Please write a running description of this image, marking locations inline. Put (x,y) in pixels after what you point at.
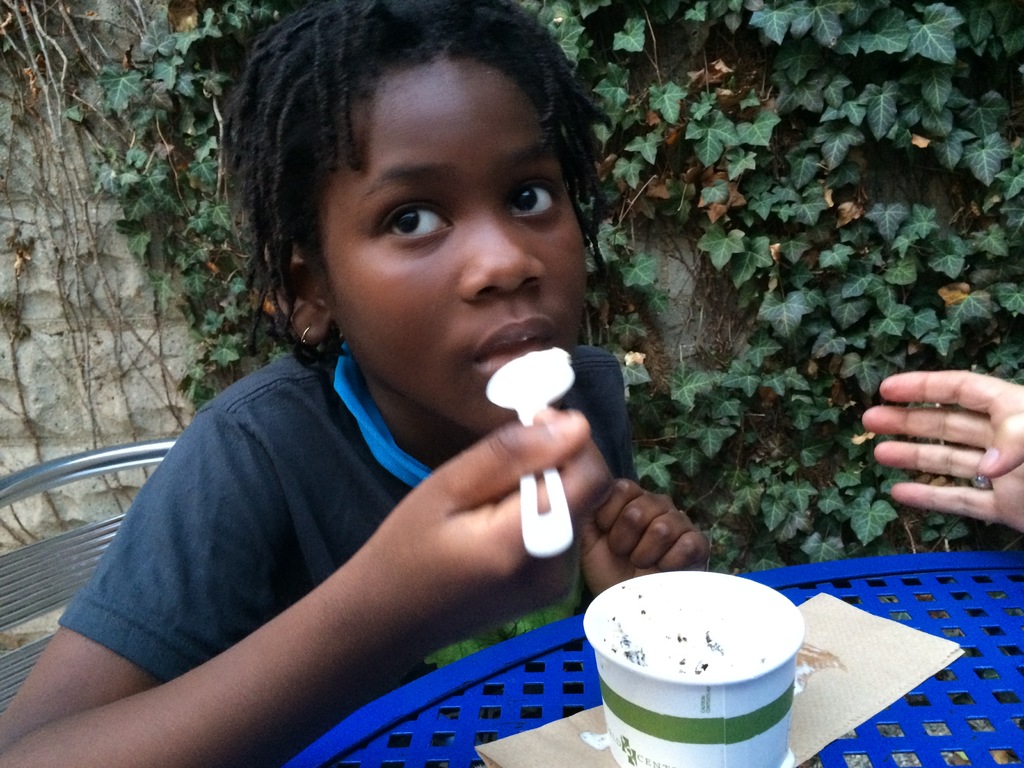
In this picture I can see a girl (453,168) sitting and eating ice cream (675,731) which is placed on the table (553,716).
